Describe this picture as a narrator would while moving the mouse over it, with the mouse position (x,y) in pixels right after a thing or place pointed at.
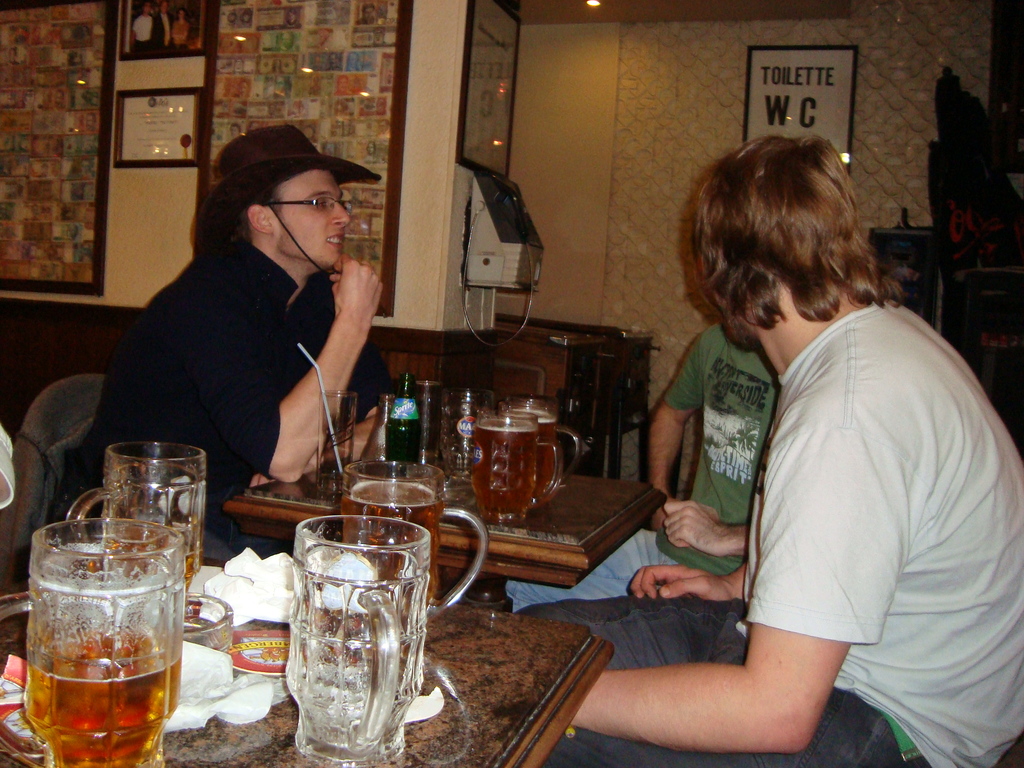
This persons (280,324) are sitting on a chair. In-front of this person's (623,599) there is a table (593,543), on a table (583,522) there are glasses (531,444) and bottle (395,409). On wall (420,74) there are different type of photos (250,88). This person (295,271) wore a hat (305,147).
